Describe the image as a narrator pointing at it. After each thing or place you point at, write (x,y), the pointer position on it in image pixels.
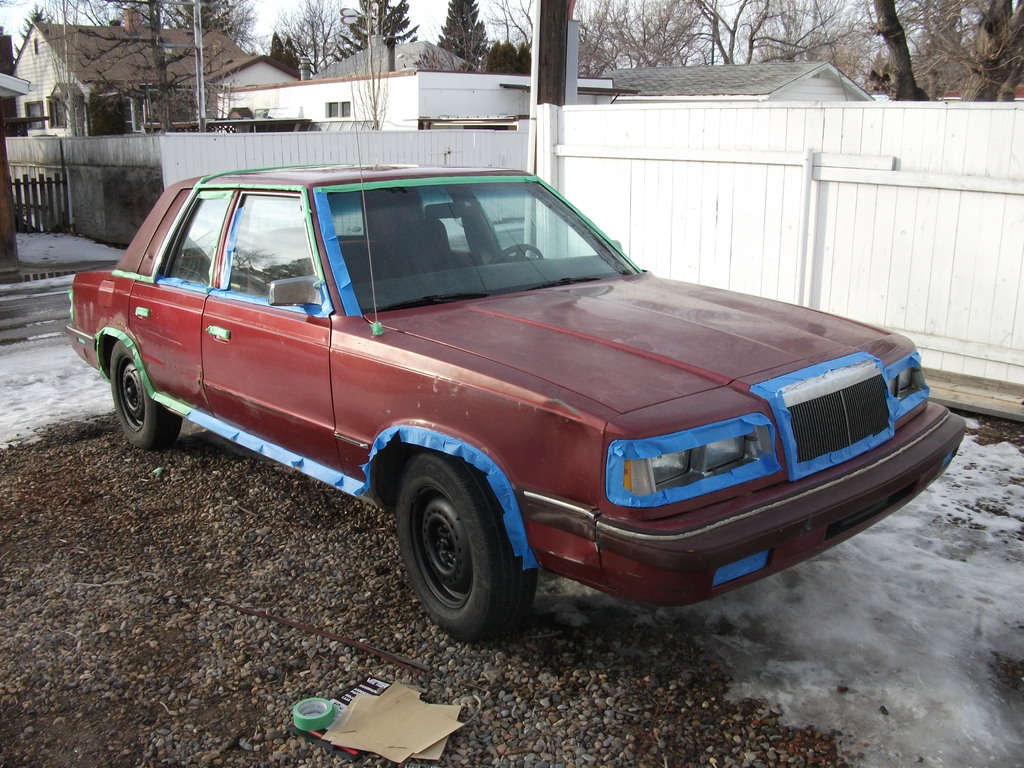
This is an outside view. Here I can see a red color car (431,404) on the road (293,525). At the bottom (395,723) there are few cards (385,725), a stick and some other objects (325,715) are placed on the ground (304,755), along with these I can see the stones (512,697). Beside the road (896,697) there is a wall (752,204). In the background (179,89) there are many buildings (400,83) and trees (733,38).
